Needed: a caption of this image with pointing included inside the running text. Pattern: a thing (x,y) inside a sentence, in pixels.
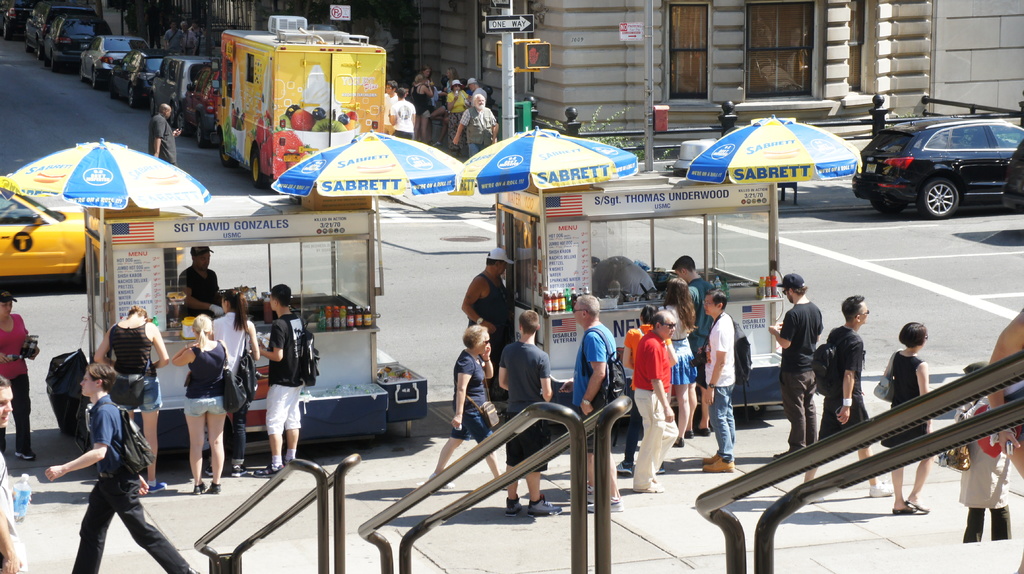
In this image we can see group of people (137,343) standing on the ground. Some people (286,347) are wearing bags (250,379). Two food trucks (331,365) are placed on the ground (445,387). In the background (73,260) we can see group of vehicles (313,96), poles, building (887,82), umbrellas (95,168).
